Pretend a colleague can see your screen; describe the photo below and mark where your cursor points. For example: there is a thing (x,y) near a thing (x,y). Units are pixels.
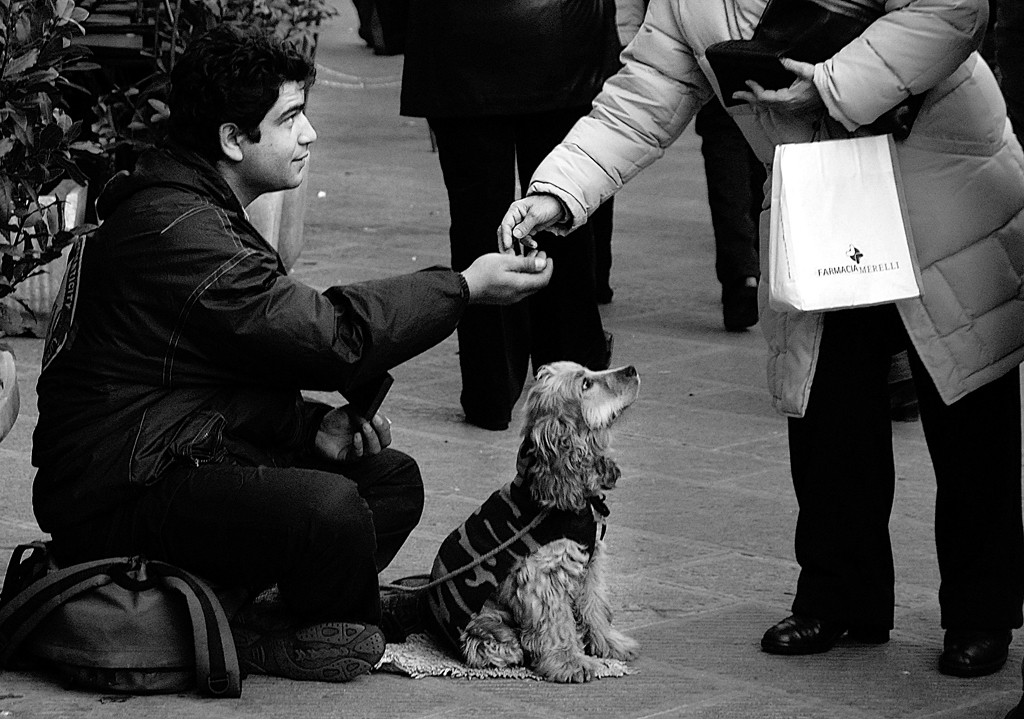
This is of a black and white image. here is the man (199,446) sitting on the bag (105,591). This is the dog (551,547) sitting on the floor (453,496). This is a person (842,507) standing. At background (588,86) I can see two people (592,76) walking. These are the plants (92,93) which are planted in the flower pots (278,204).
